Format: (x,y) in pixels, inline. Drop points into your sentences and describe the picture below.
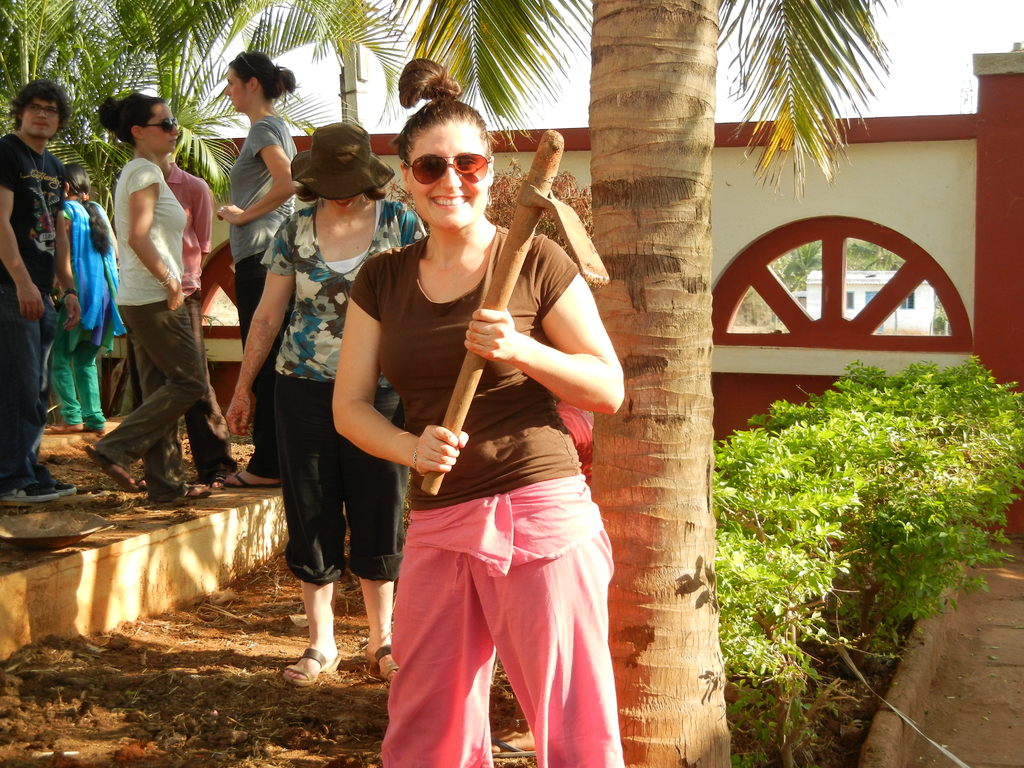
In this image in the foreground (469,372) there is a woman (466,450), may be holding an axe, on the right side (687,141) there are some plants (1004,425), trunk (708,141) of tree (811,141), wall (859,159), small house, on the left side (225,110) there are some people (281,118), trees (83,68), at the top (318,76) there is the sky (283,60), pole (349,74).
